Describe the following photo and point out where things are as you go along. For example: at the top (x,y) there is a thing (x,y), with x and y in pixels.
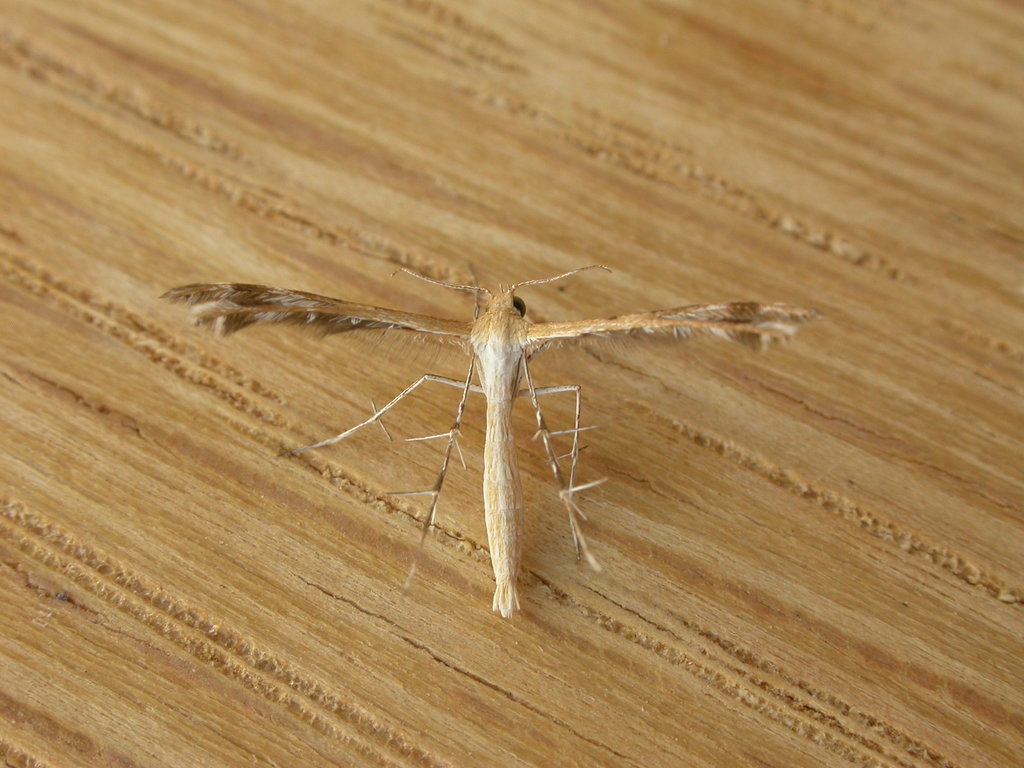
In this picture there is a moth (506,505) or insect (499,508), standing on the table (715,560).
